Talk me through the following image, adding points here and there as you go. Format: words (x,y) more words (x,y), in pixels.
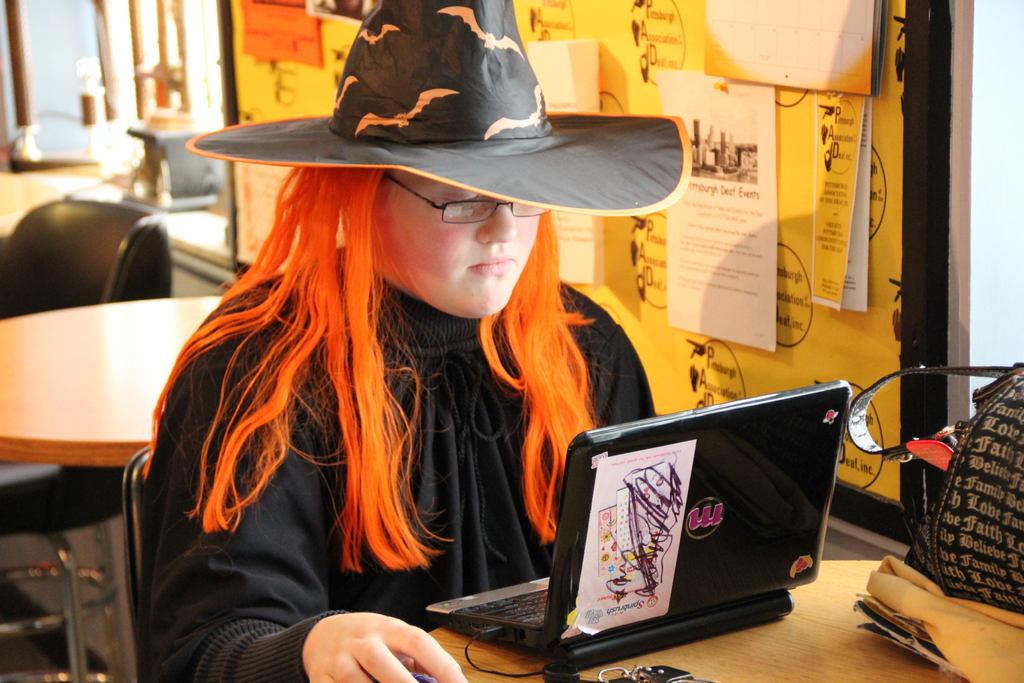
In this picture I can see a woman (442,206) wearing hat (440,178) and sitting in front of the table (838,578) on which I can see laptop (665,595), bags (973,566) and some objects (630,680), side there is a board (633,16) with some paper (824,261) and behind I can see some tables (86,192), chairs (155,288).
